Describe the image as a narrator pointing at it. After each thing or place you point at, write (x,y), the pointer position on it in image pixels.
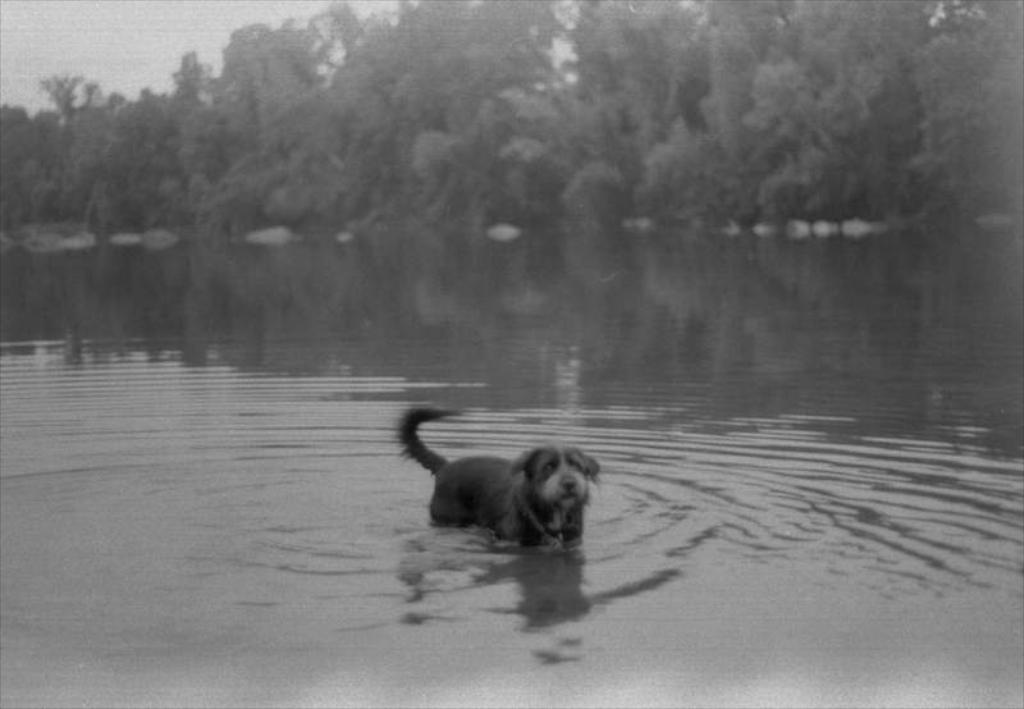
There is a dog (446,475) in the water (398,311). In the back (564,122) there are trees (666,110). This image is black and white.
